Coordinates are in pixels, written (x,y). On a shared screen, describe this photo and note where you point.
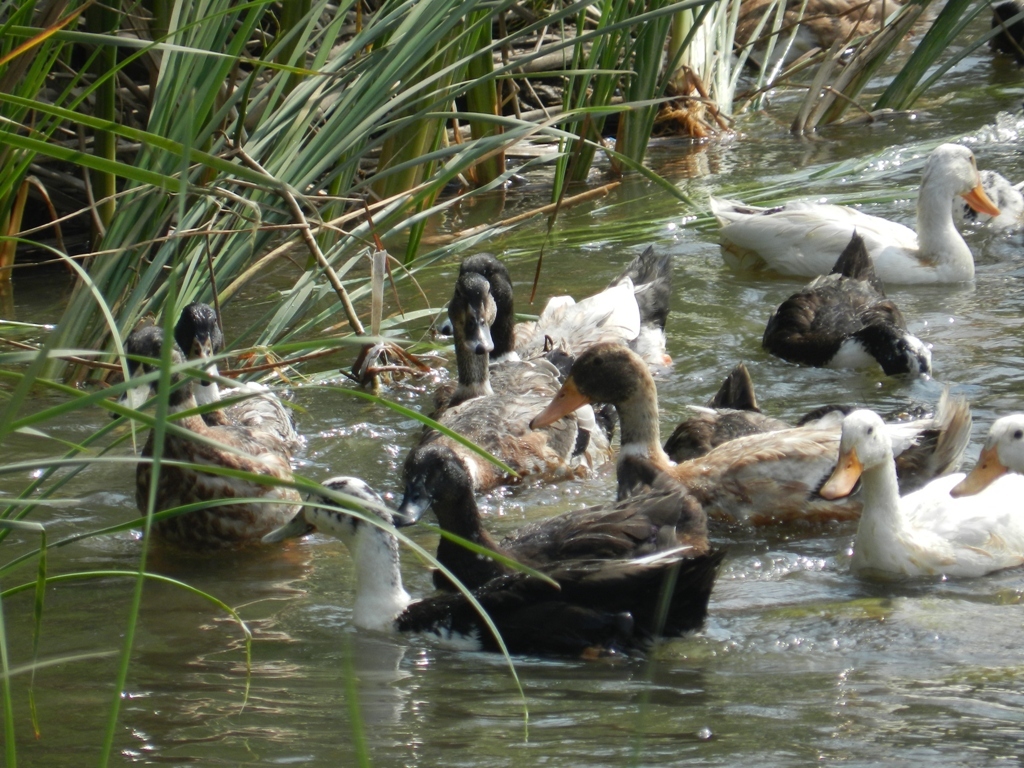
In the water body (408,720) there are many birds (589,533). In the background (328,97) there are grasses (547,71).
